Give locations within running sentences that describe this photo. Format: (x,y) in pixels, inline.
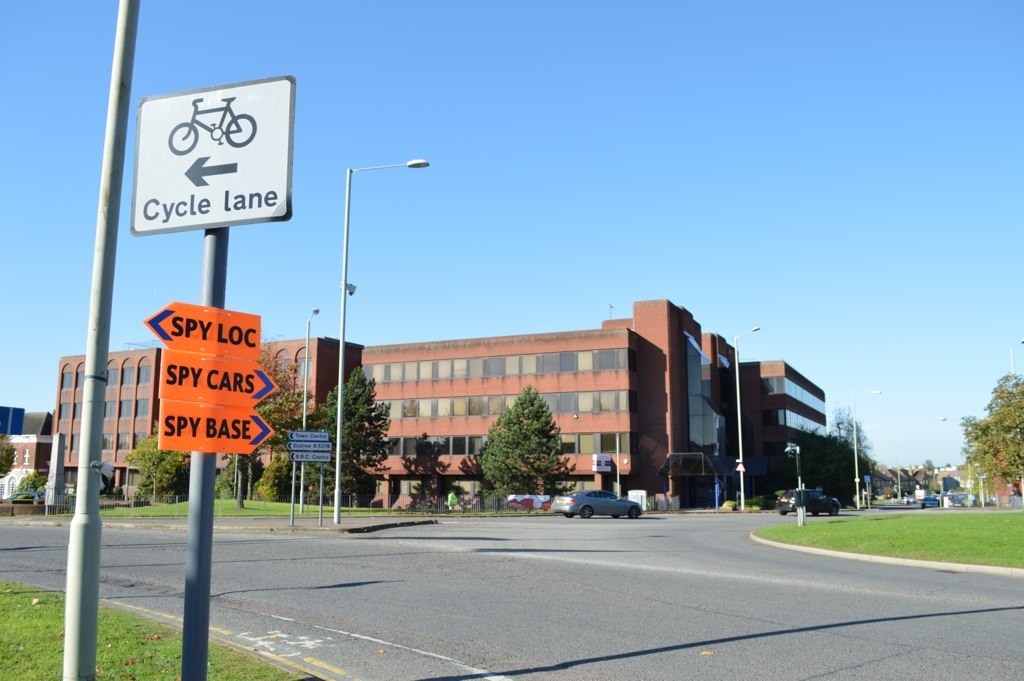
In this picture we can see few boards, here we can see vehicles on the road (385,608) and in the background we can see buildings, trees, streetlights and the sky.
